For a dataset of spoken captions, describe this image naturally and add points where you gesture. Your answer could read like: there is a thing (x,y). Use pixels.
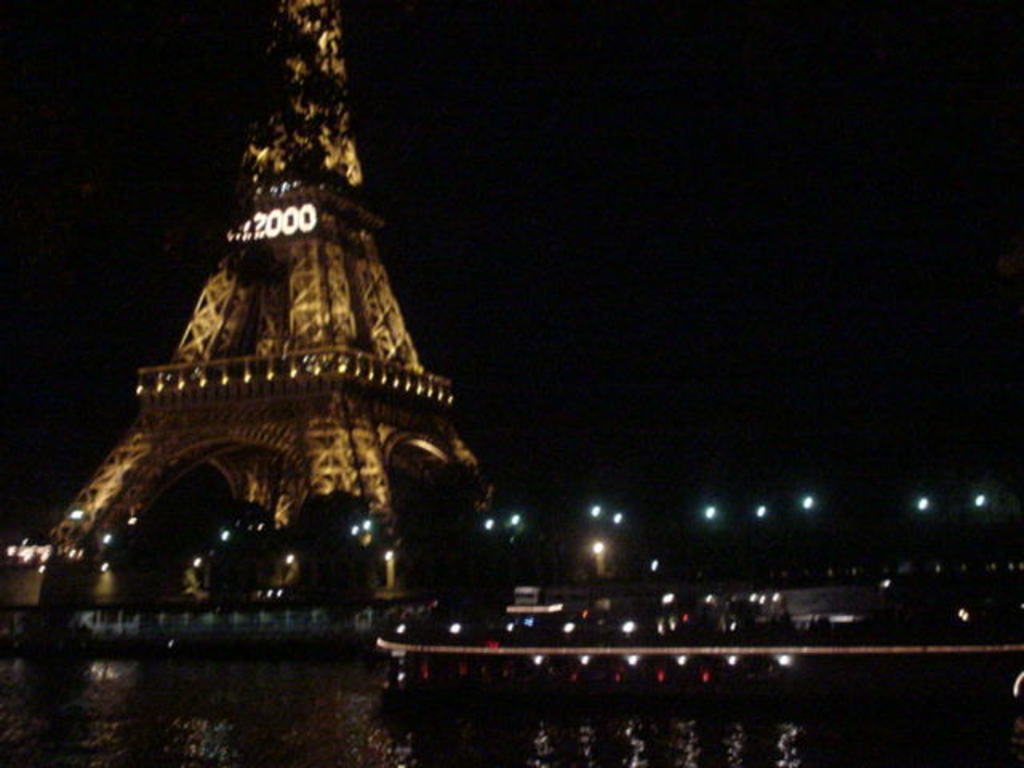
This is an image clicked in the dark. On the left side (336,355) I can see a tower (346,354). On the right side (690,654), I can see many lights (505,649). The background (643,259) is in black color.
